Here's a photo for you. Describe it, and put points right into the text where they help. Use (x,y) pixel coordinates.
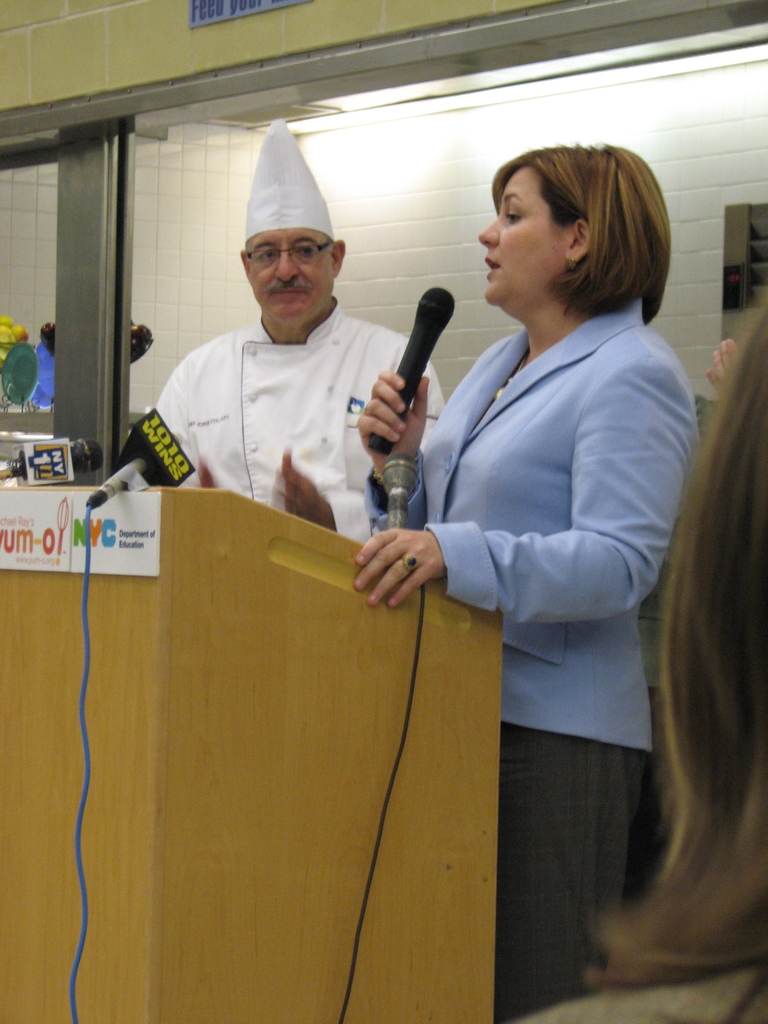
This picture shows a man (231,391) and woman (670,251) standing at a podium (286,520) we see a woman (540,877) speaking with the help of a microphone (432,301) in her hand (424,392).
